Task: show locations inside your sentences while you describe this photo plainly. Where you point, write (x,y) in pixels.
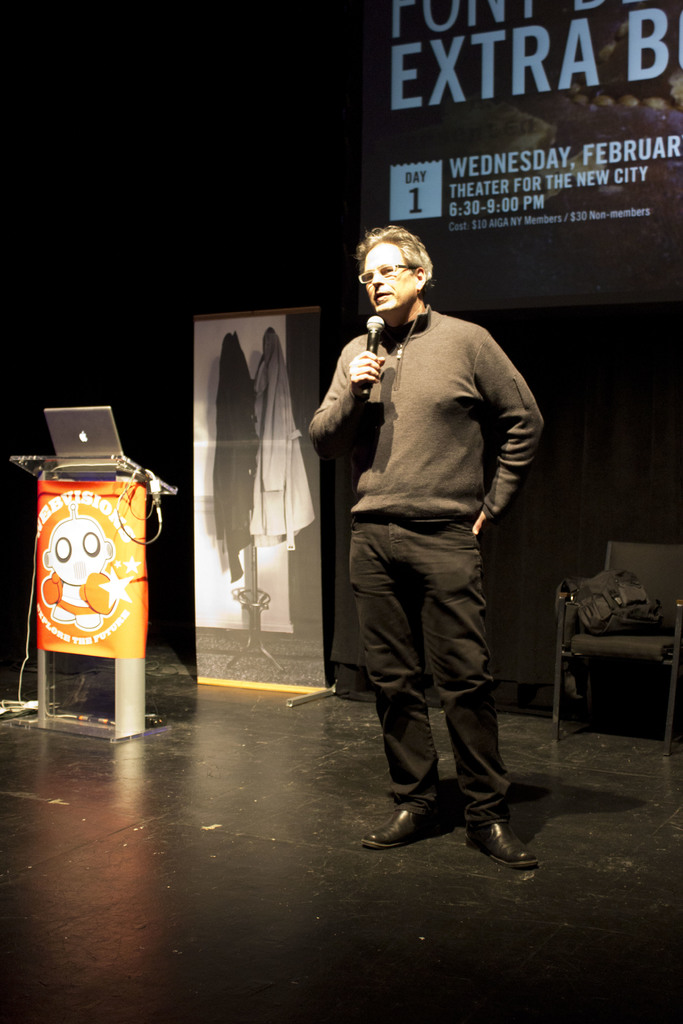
In this image we can see a person (500,764) standing on the stage (398,854) holding a mic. On the left side (104,445) we can see a laptop (114,444) placed on the speaker stand (125,589). We can also see a board (237,607), curtain (509,558) and a bag (611,572) on chair (582,646).
